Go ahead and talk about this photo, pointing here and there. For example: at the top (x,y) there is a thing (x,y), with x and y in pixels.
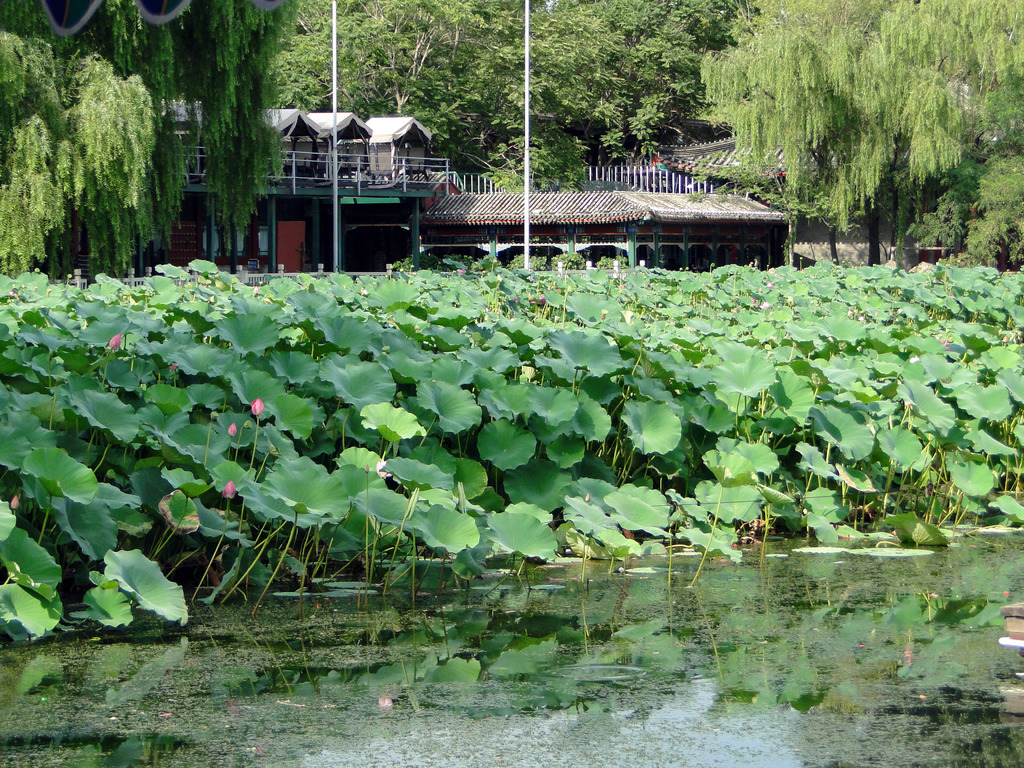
In this image, there are a few houses (646,219), poles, trees (120,28), plants (737,323). We can also see some water (689,626) and the fence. We can also see some objects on the right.
